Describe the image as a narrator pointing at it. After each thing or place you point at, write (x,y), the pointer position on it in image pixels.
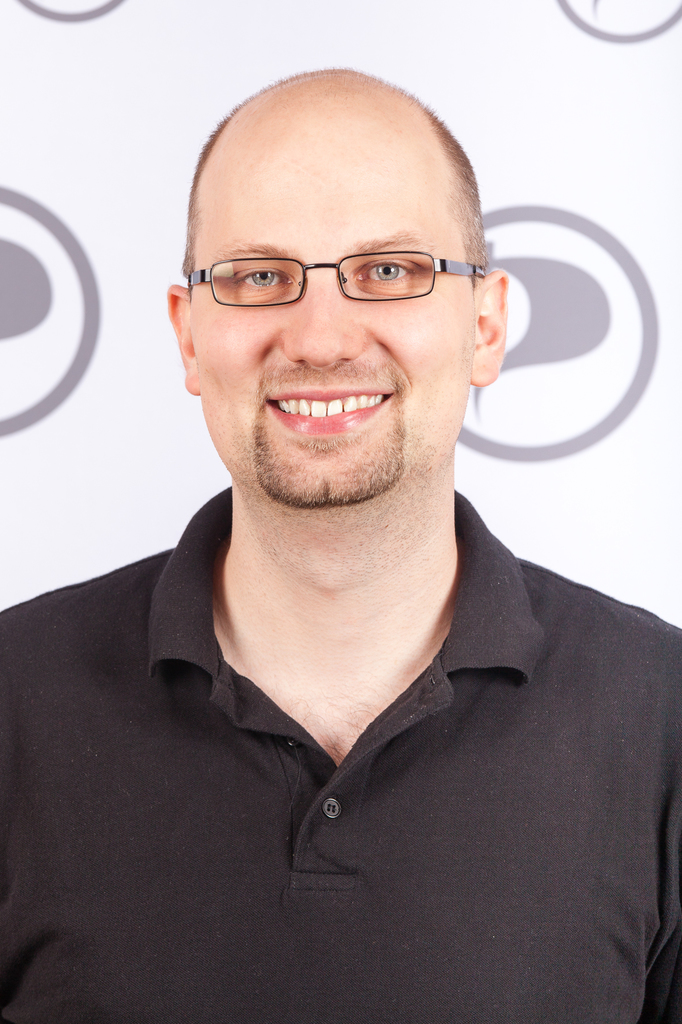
In this picture we can see a man (261,232) wore spectacles (366,268) and smiling and at the back of him we can see a banner (502,84).
